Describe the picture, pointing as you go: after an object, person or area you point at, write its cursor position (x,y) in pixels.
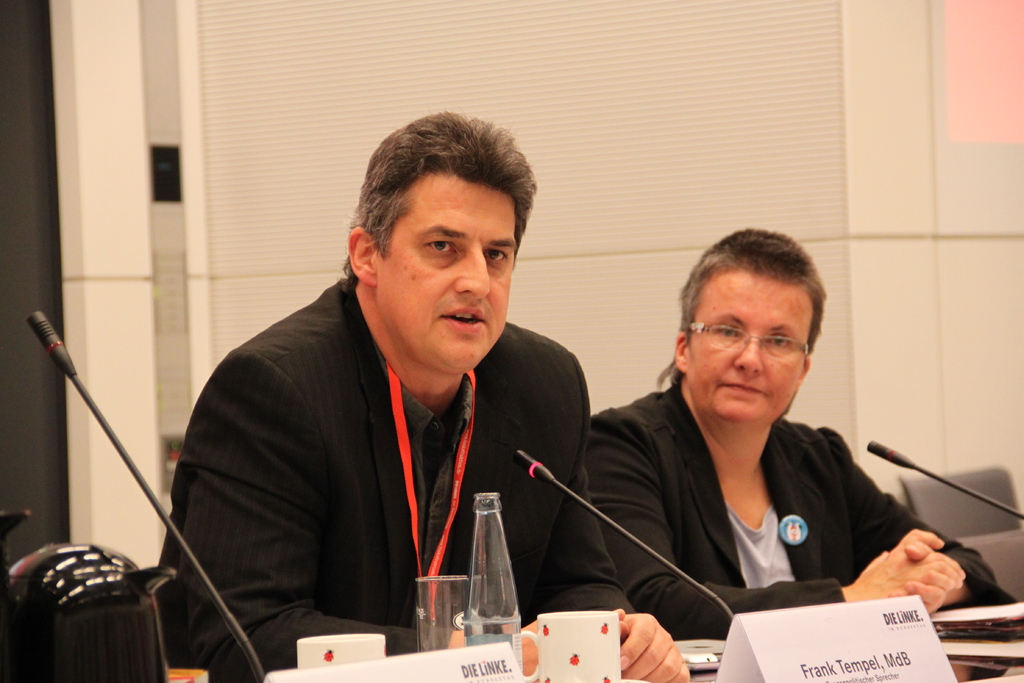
In this picture I can see couple of them (645,492) sitting on the chairs (1004,536). I can see a bottle (485,594), couple of cups (575,632), a glass (450,617) and I can see some papers (973,638) and couple of name boards (814,646) with some text (855,682) on the tables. I can see microphones (941,481) and a kettle (146,645) on the left side (120,653) and a wall (699,197) in the background (642,139).
